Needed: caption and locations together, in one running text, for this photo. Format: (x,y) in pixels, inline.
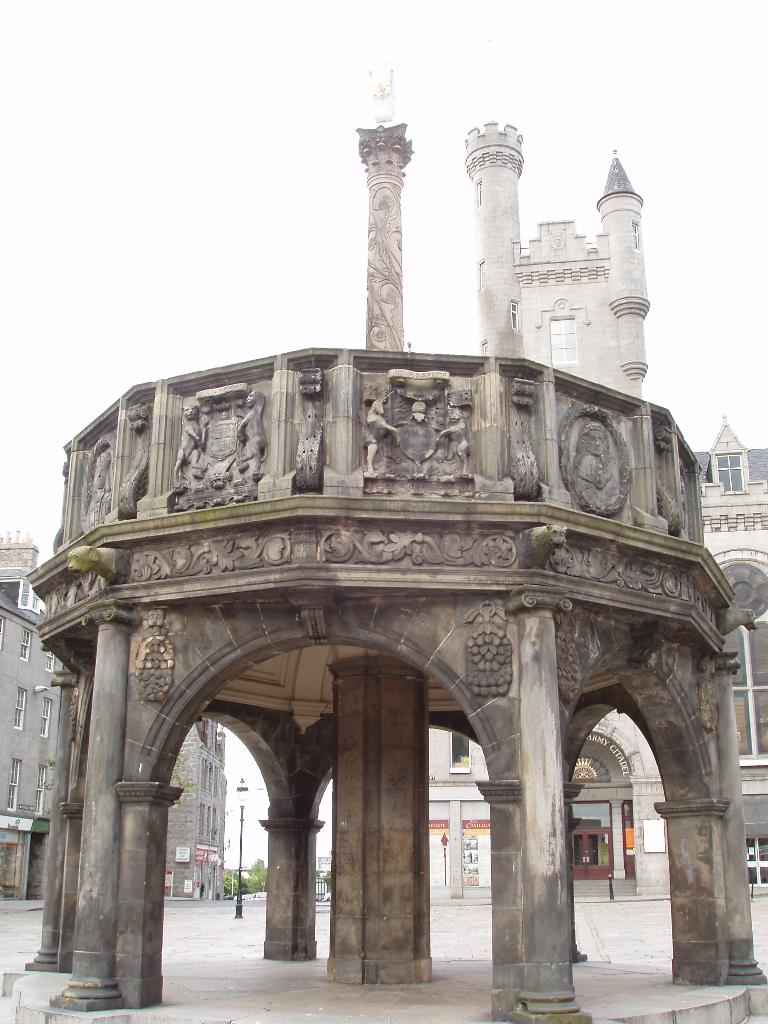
In this picture we can see pillars (289,843) and statues (222,406) on the wall (387,504). In the background of the image (614,817) we can see buildings (765,466), light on pole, boards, trees (260,872) and sky (230,806).
